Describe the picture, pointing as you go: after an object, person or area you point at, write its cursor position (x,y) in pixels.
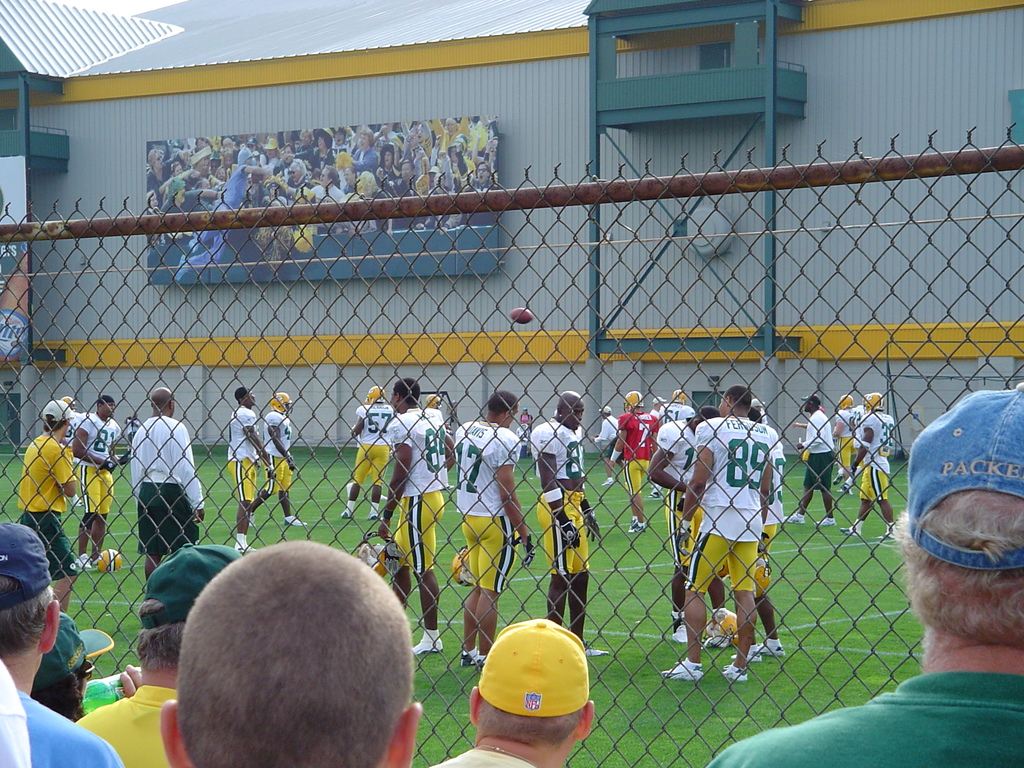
In this image we can see a few people (664,455) standing on the ground (309,450) wearing white and yellow colored jersey (698,560), there is a ball (526,319) and the metal fencing (186,341) In the background (345,419) there is a building (522,107) and the sky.
